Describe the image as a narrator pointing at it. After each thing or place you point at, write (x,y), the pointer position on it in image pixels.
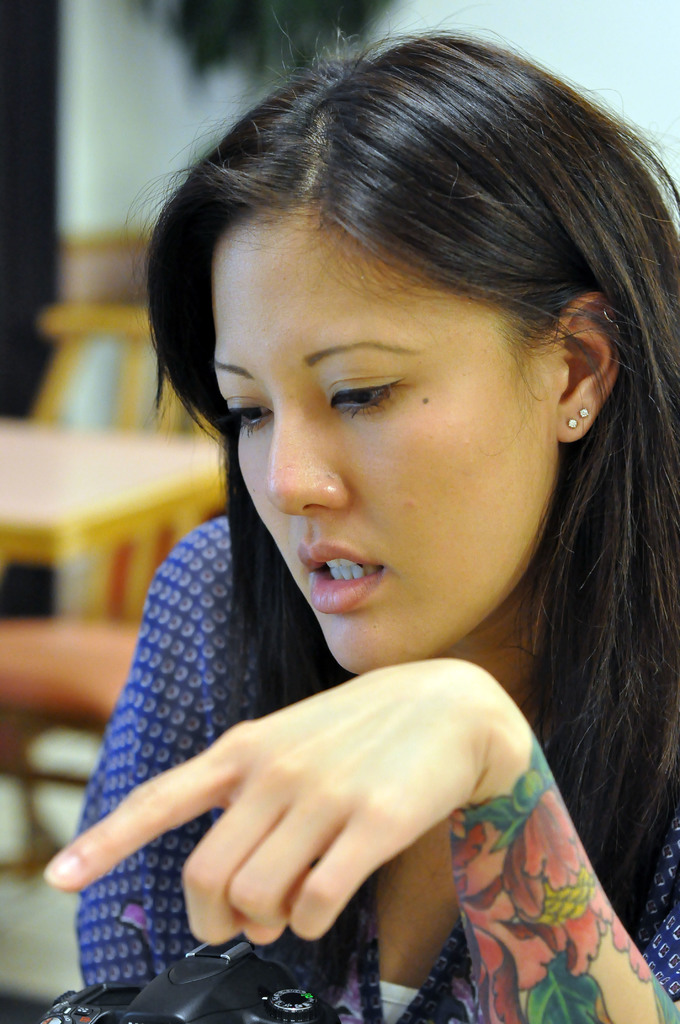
In this image there is a woman (538,834) with a tattoo (569,861) on her hand (478,990), there is a camera (211,968), and in the background (83,393) there is a table (18,455), chairs (52,400) and a wall (626,103).
